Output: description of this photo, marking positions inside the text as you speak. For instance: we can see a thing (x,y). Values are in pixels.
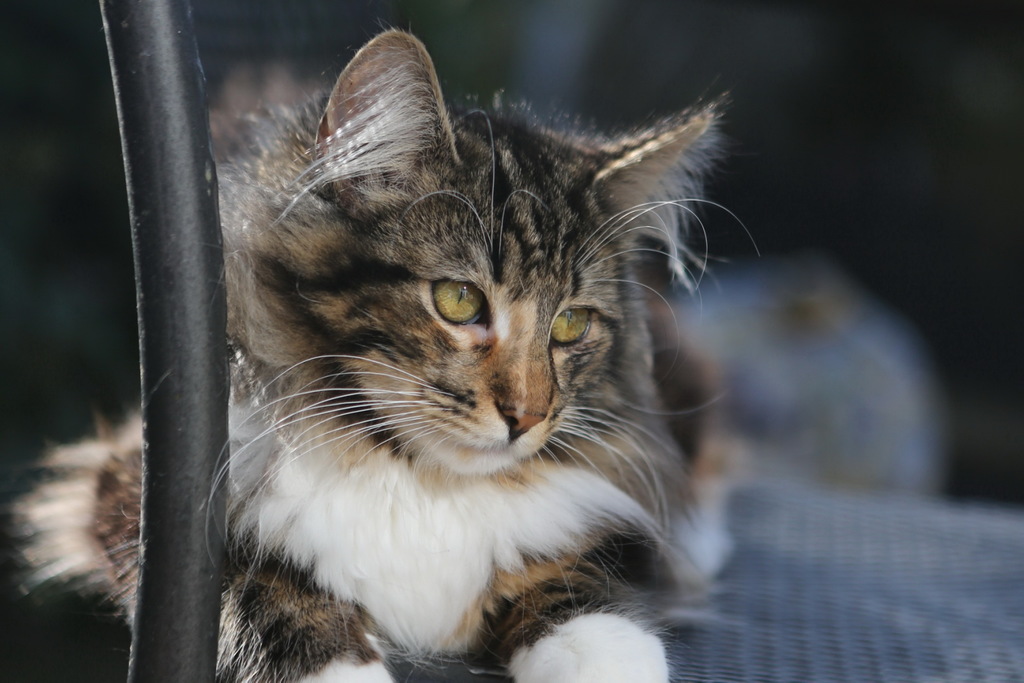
In this image I can see the cat (545,487) in brown, black and white color. In front (182,389) I can see the black color object (185,346) and the blurred background (986,252).
